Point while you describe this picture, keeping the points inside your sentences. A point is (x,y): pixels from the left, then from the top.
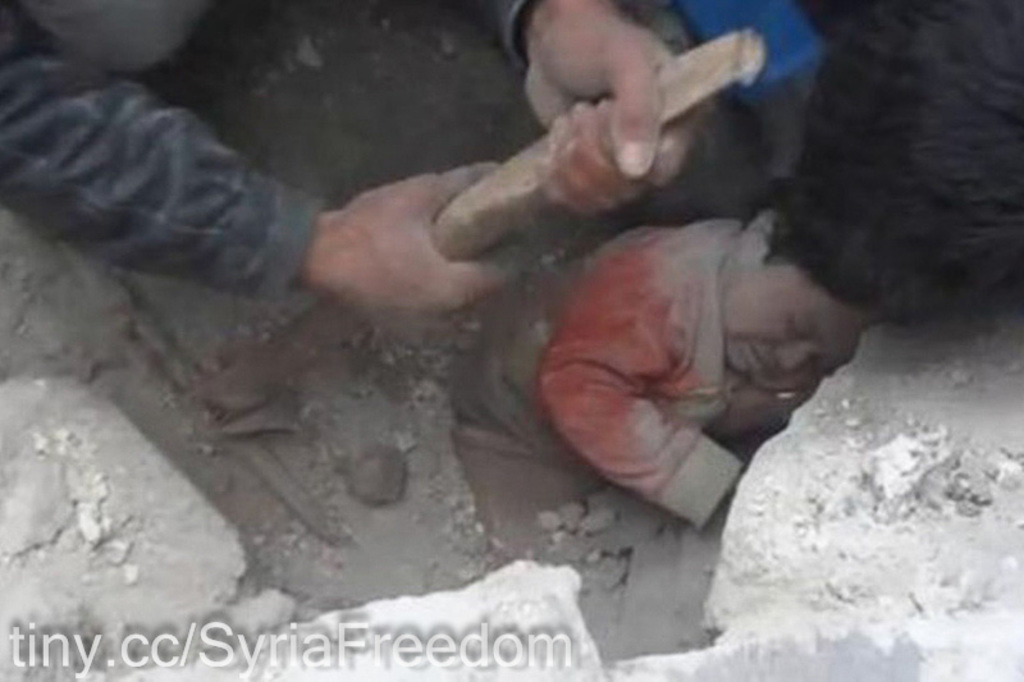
At the bottom of the image (644,519) there are some stones (22,430). In the stones (1016,636) we can see a kid (567,368). At the top of the image (32,27) a person (821,20) is sitting and holding a hammer (716,81).
